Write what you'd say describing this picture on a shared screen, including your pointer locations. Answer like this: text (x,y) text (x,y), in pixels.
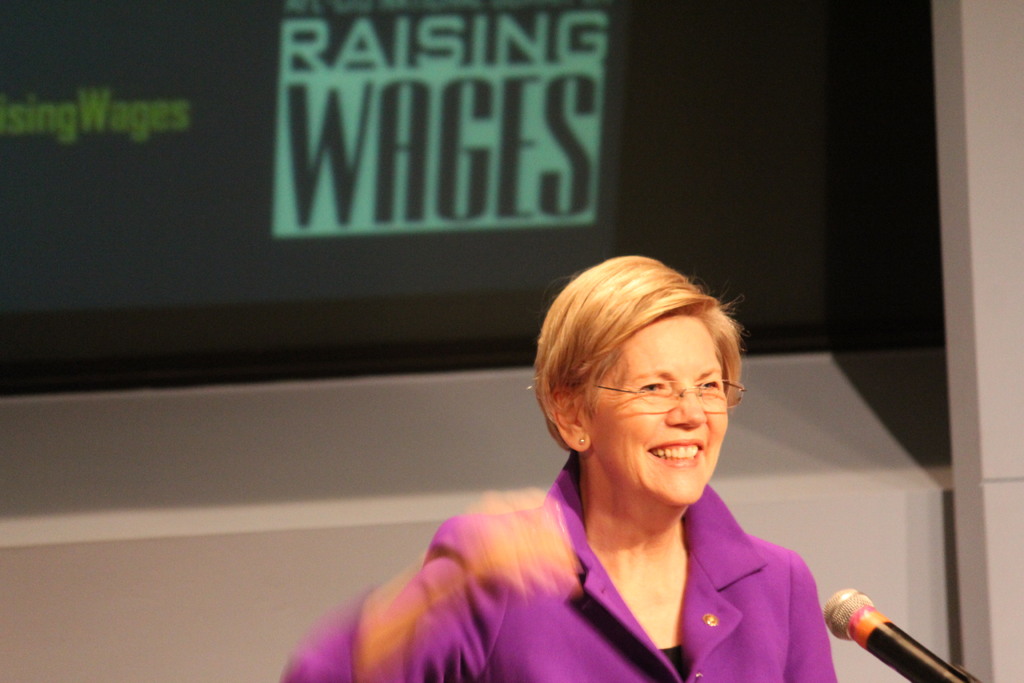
In this picture I can see a woman (673,516) is smiling. The woman (673,462) is wearing spectacles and a purple color dress (732,616). Here I can see a microphone (898,641). In the background (457,135), I can see a logo (413,126).
